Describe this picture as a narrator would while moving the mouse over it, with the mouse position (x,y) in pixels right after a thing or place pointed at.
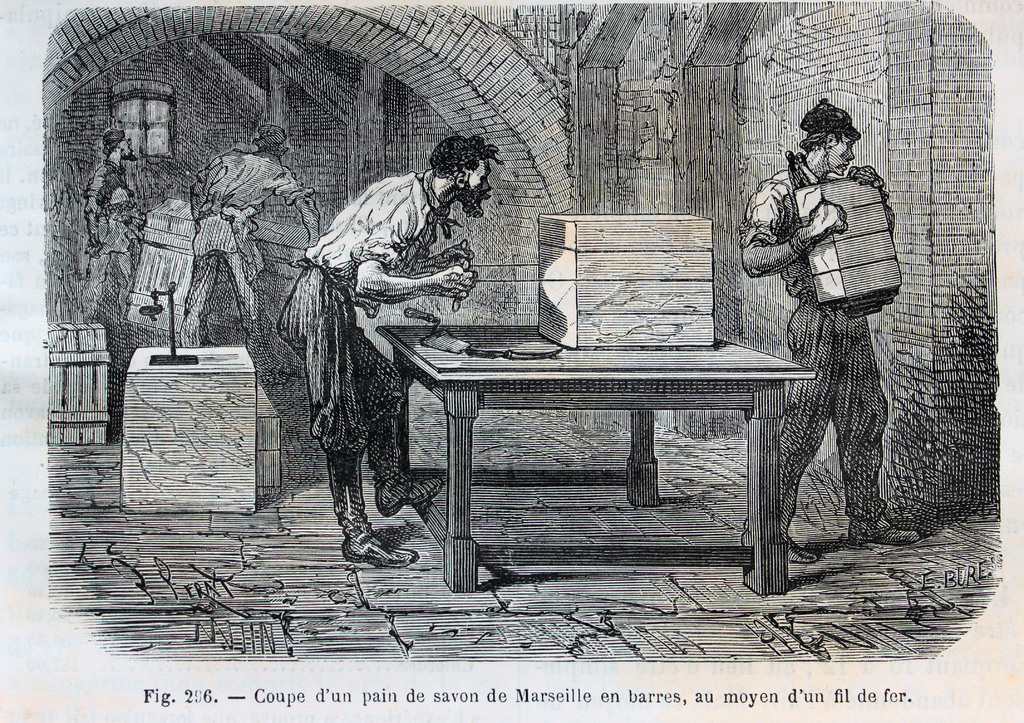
In the picture we can see a sketch of the four man (908,535) standing under the old construction (154,112), one man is holding some soap blocks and one man (335,270) is doing some work on the table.
